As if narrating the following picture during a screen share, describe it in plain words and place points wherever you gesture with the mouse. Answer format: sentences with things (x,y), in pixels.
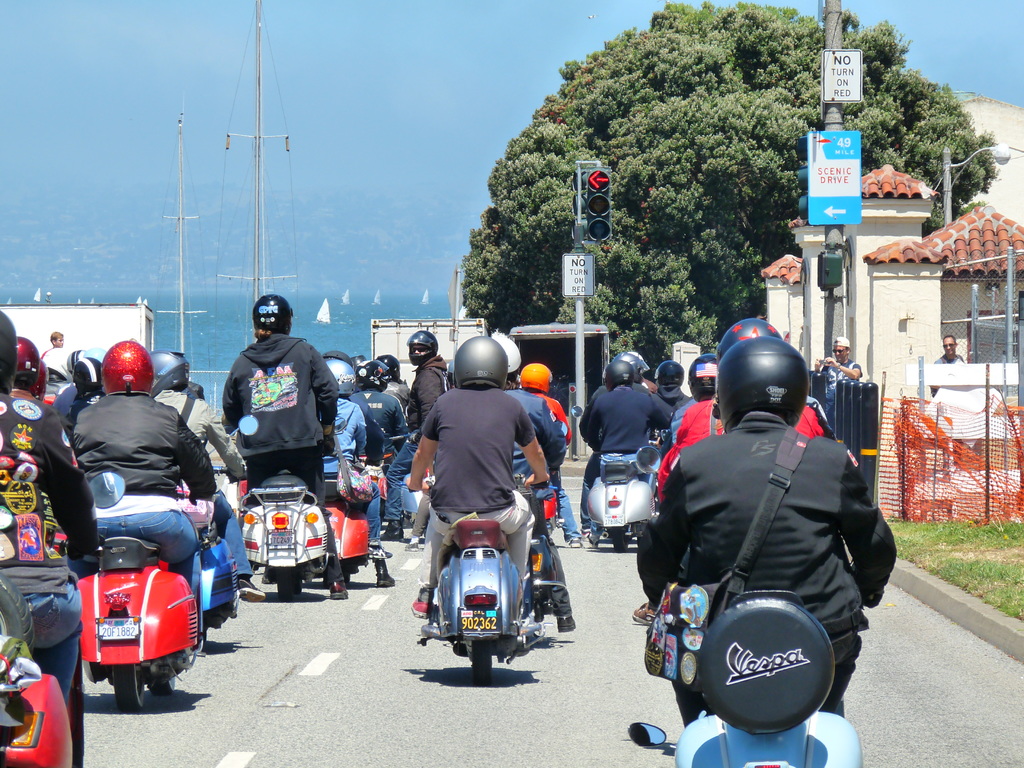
This picture is taken on the road (144,723). On the road (262,710), there are people (32,557) riding on the scooters (459,641) and they are wearing helmets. All the people (385,435) are facing backwards. Towards the right (862,308), there are buildings (893,311) and people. On the top (423,114), there are trees (526,179), ocean (340,312) and a sky (310,101).
